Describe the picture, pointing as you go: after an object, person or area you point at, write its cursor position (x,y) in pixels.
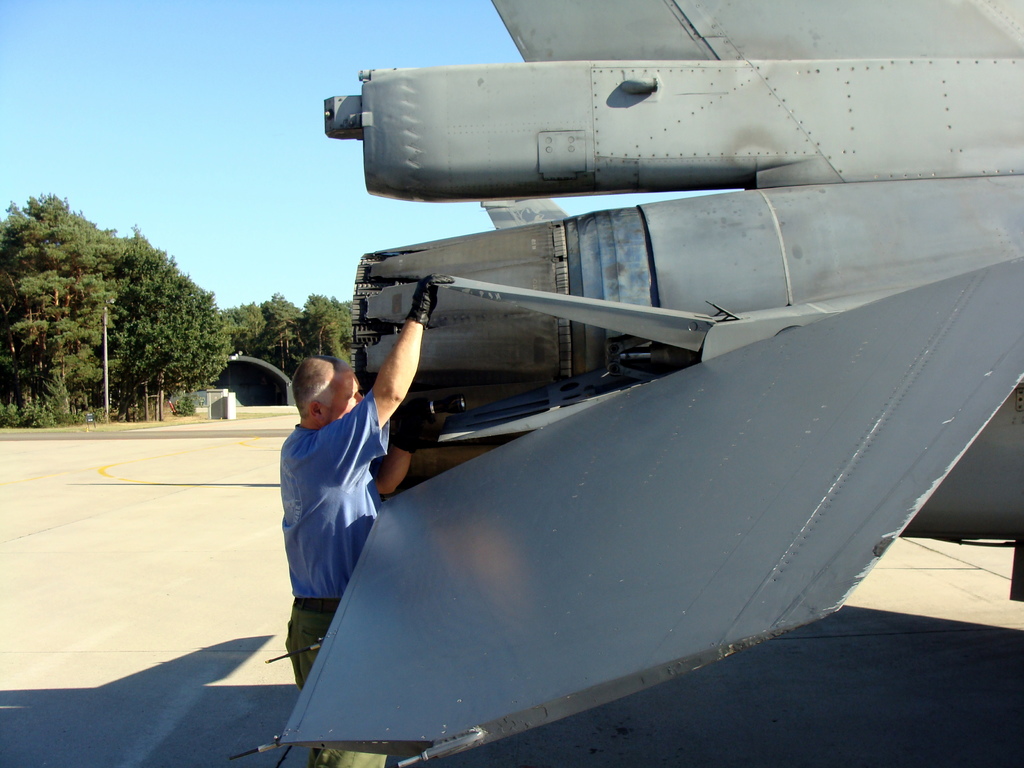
This image is clicked outside. There is sky (211,117) on the top (207,182), there are trees (130,298) on the left side (29,322), there is aeroplane (615,312) on the right side (938,179). A man (321,441) is holding that. He is wearing blue color shirt (325,546) and green pant (289,635). This looks like a runway (213,523). This man (400,351) is wearing black color gloves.
